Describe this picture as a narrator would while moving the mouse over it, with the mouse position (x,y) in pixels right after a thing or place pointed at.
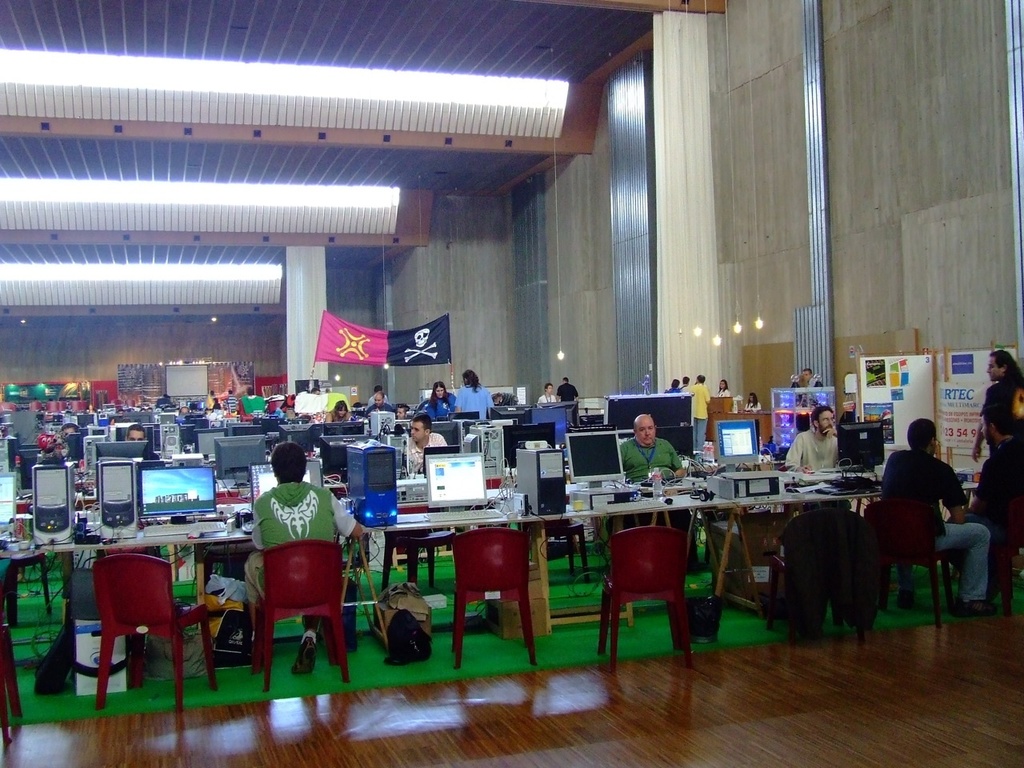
There are group of people (417,461) sitting in front of a table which has desktops (482,429) on it.
